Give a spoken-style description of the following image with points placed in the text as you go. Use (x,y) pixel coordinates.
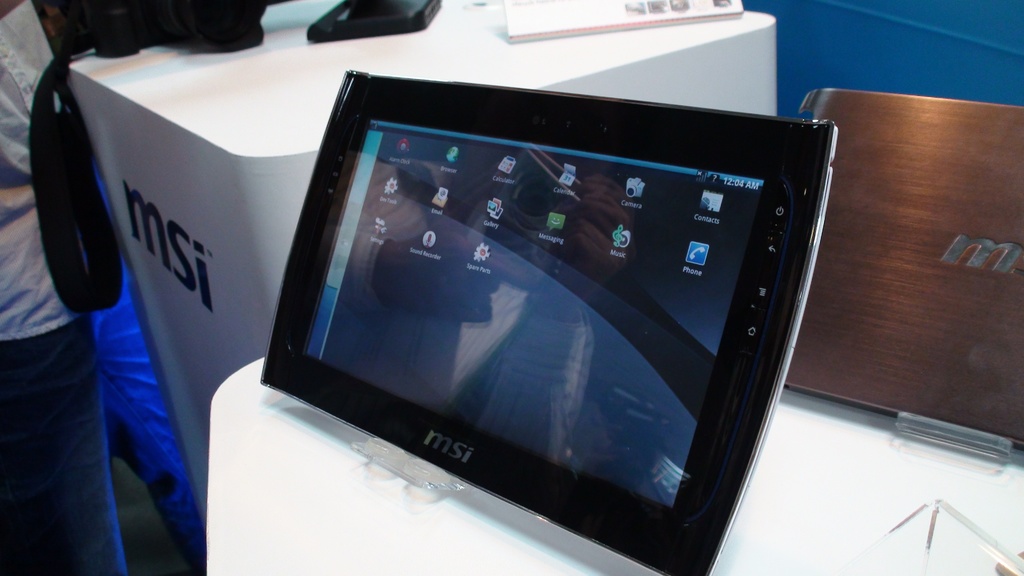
Here I can see an electronic device (525,234) which is placed on a table (864,481). Beside this there is another white color table (220,126) on which I can see a book (532,35) and some more objects (218,28). On the left side (38,386), I can see a person (48,345) standing.
